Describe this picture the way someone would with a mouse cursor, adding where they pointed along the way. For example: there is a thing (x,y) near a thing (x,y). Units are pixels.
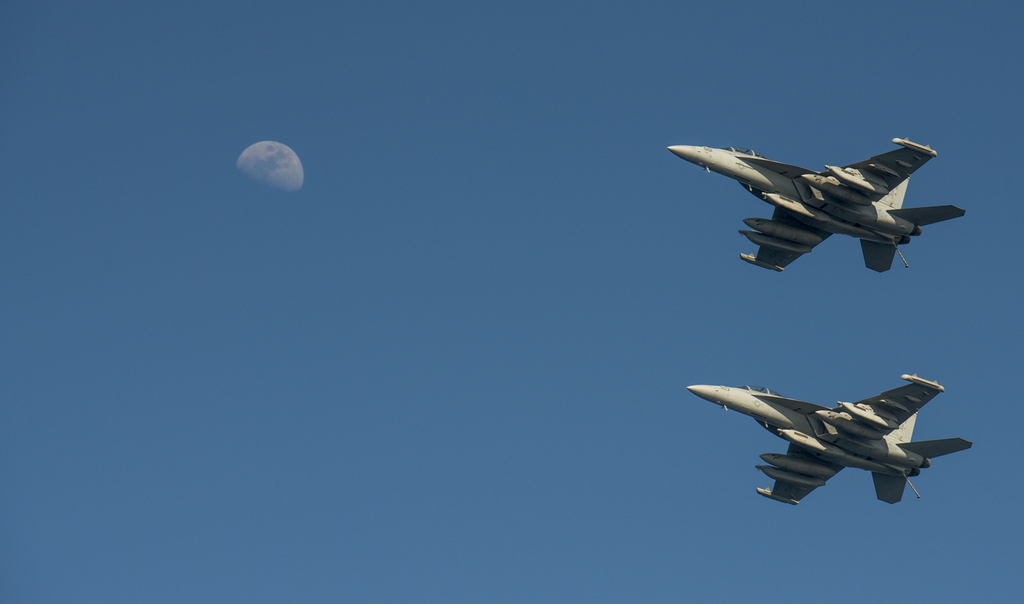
In this image, at the right side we can see two aircrafts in the air (658,274), we can see a blue color sky (393,238).
